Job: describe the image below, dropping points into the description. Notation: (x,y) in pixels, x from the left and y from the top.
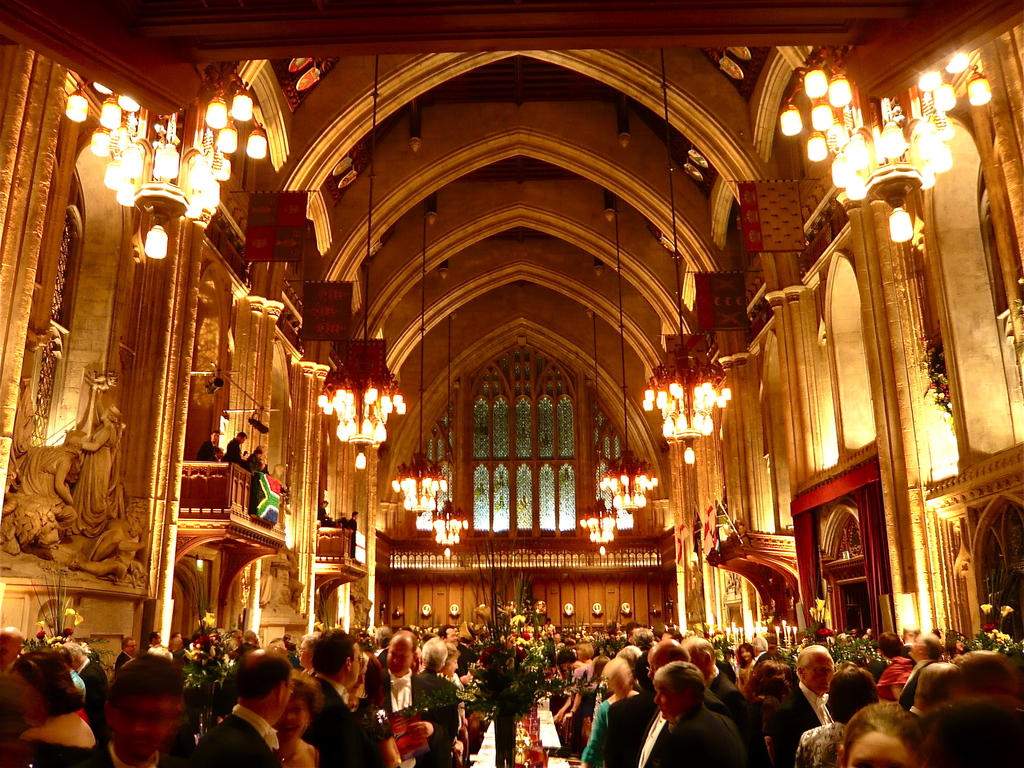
In the image in the center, we can see a group of people (622,650). In the background (716,442) there is a wall (635,437), fence (263,511), roof (478,238), lights (361,453), few people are standing and few other objects (505,448).
